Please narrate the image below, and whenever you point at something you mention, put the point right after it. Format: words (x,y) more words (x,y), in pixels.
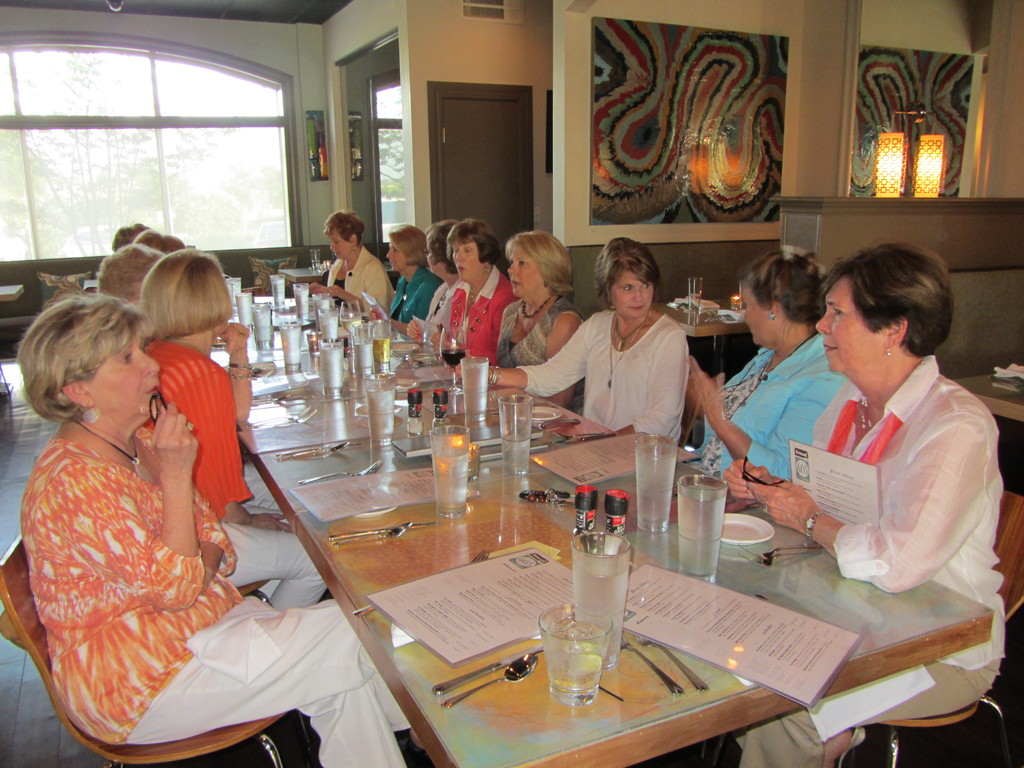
This is a picture taken in a room (142,452), there are a group of people (152,430) sitting on a chair (998,552) in front of these people (192,475) there is a table (337,586) on the table (477,720) there are spoon (474,691), knife (468,679), paper (493,605), glasses (689,544) and plate (747,541). background of this people (217,472) is a glass window (178,205) and a wall (452,59).
